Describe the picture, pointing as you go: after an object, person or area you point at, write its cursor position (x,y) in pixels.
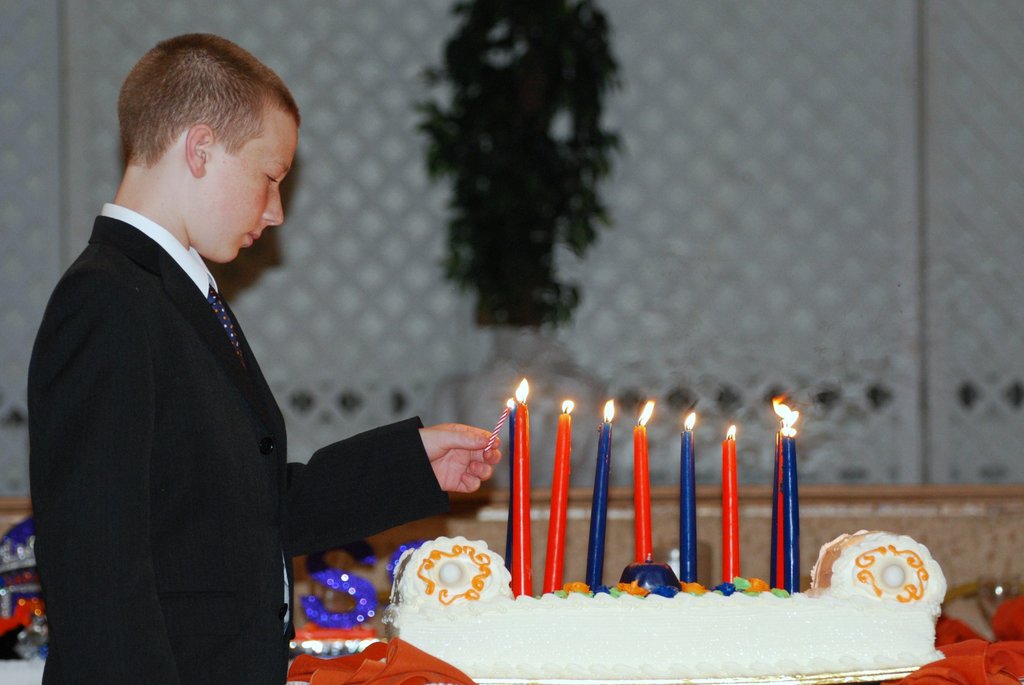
In this image I can see the person (450,430) is holding a candle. In front (489,647) I can see the cake (666,623) and few candles (779,540) on it. Back I can see few objects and the blurred background (1016,418).
